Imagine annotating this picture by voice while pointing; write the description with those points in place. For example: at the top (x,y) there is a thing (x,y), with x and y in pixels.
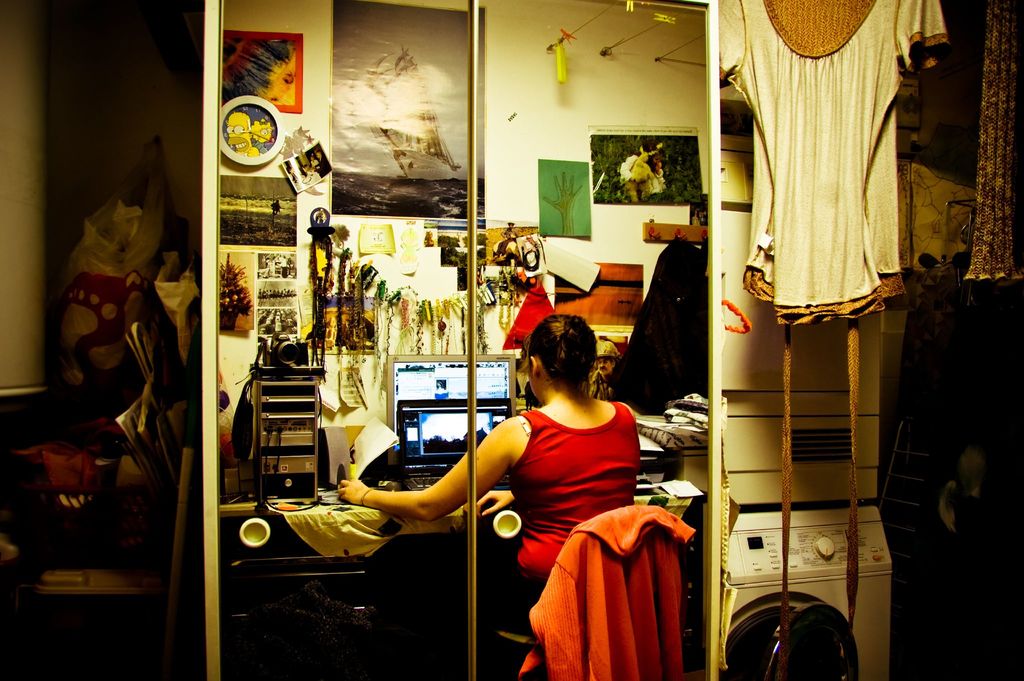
In this image there is a mirror (578,393). Beside the mirror (681,334) there are clothes (831,51) hanging. At the bottom (844,550) there is a washing machine (839,565). To the left (102,418) there are papers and covers (83,283). In the reflection (227,333) of the mirror (482,481) we can see a woman (532,575) sitting on the chair (511,639). In front of her there is a table (407,486). On the table (332,502) there are papers (369,445), a computer (449,416) and a cloth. Behind the table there is a wall (387,267). There are posters (290,237) sticked on the wall (507,187). There is a clock (254,154) on the wall (403,280).
